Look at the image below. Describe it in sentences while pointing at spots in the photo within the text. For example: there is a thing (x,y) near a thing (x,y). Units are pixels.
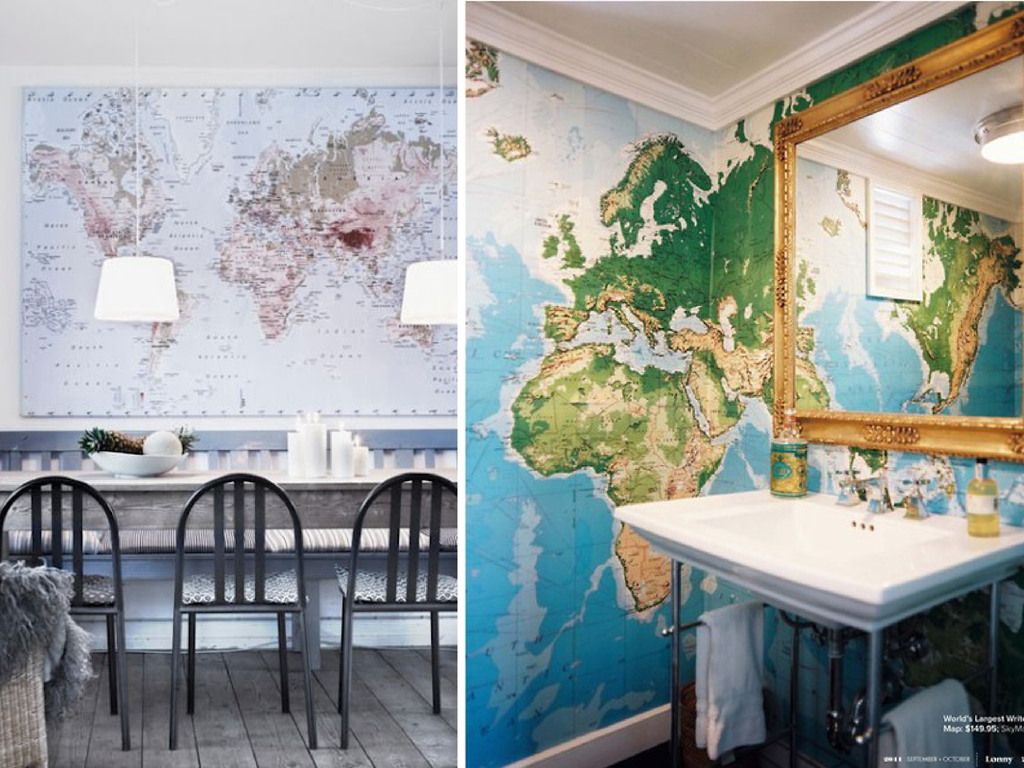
This is a collage picture. I can see few objects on the table (318,522) and on the washbasin (816,504), there are napkins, chairs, lights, there are maps (72,127) as a wall poster (471,257) and as a board (419,135) on the wall (481,255), there is a mirror (787,274) and there are watermarks (914,757) on the image.
